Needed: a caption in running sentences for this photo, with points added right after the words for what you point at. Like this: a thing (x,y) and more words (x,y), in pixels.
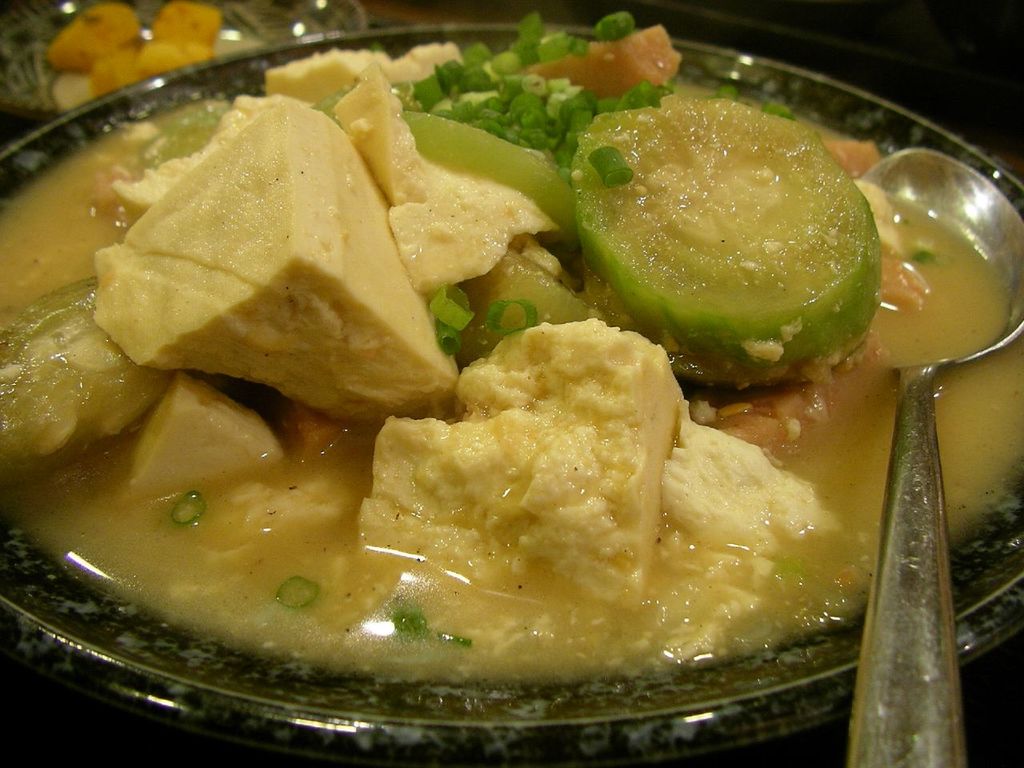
In this picture there is a bowl (911,144). In that bowl (895,124) we can see green onion pieces (544,94), tofu (406,178), soup (771,611), vegetable (733,282) and spoon (939,191). This bowl (792,683) is kept on the table (800,742).
